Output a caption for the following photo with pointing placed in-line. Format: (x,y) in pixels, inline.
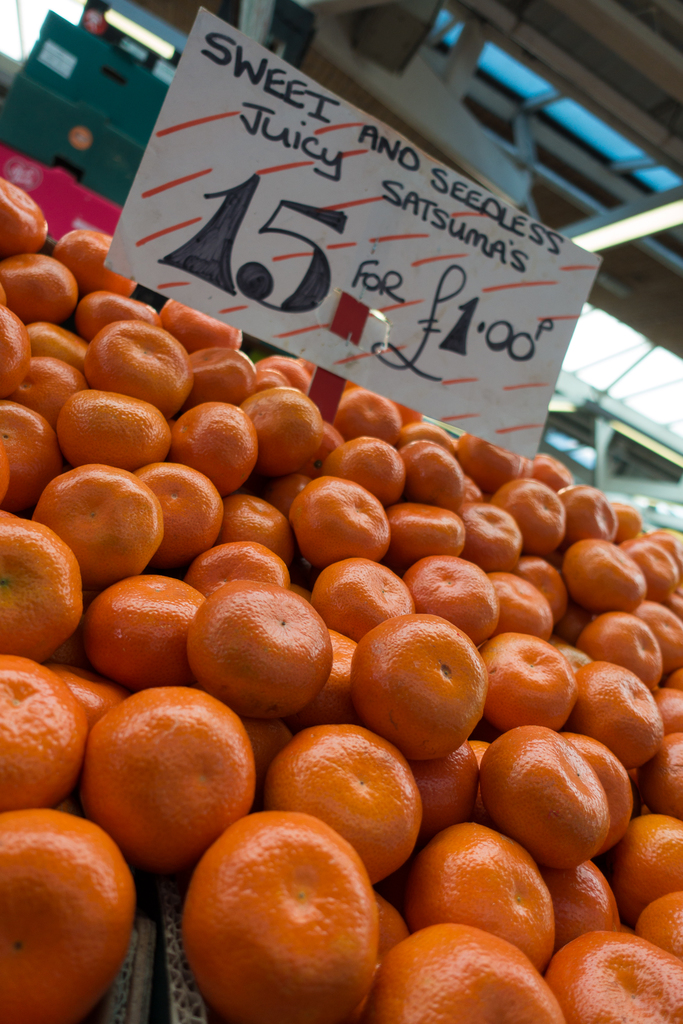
In this image, we can see some orange (588,734) and we can see a price board (237,267) in between the orange (319,467), at the top (369,34) we can see the shed (579,67).
